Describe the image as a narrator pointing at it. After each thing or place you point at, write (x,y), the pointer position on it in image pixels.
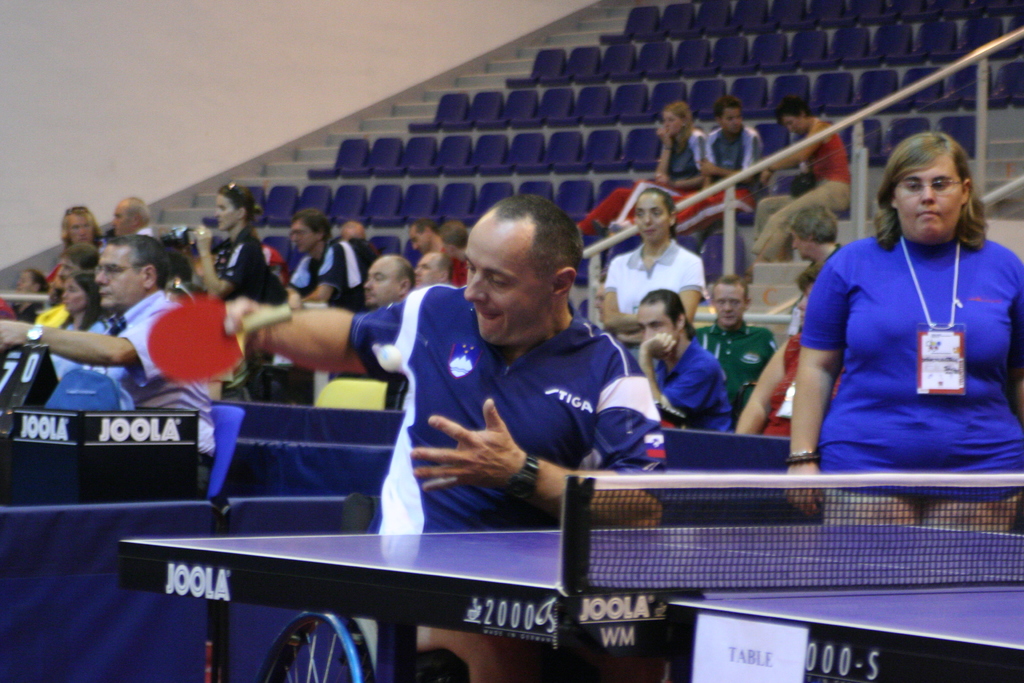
In this picture we can see a person (455,380) holding a Bat (161,324) and sitting in front of the table (528,534) and behind him there are some people (671,123) sitting on the staircase (409,109).
